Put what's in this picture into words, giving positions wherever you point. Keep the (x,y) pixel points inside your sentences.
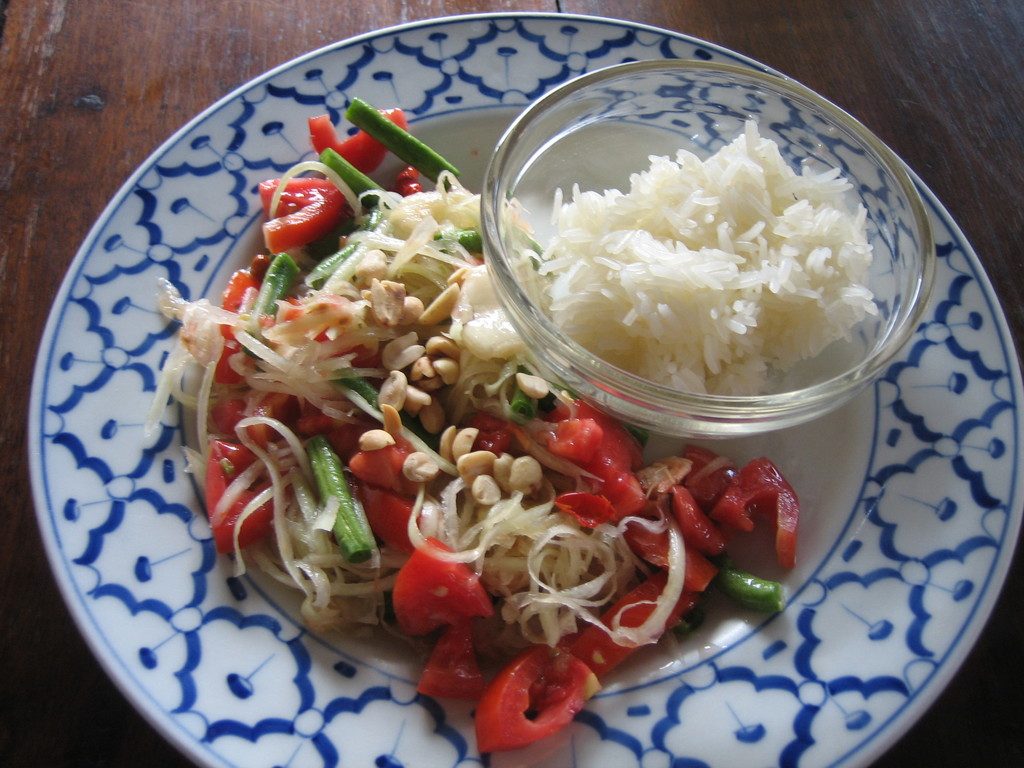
In this image we can see one plate (801,649) with food (435,577) on the table (179,45) and some rice (659,172) in the bowl (509,287).
